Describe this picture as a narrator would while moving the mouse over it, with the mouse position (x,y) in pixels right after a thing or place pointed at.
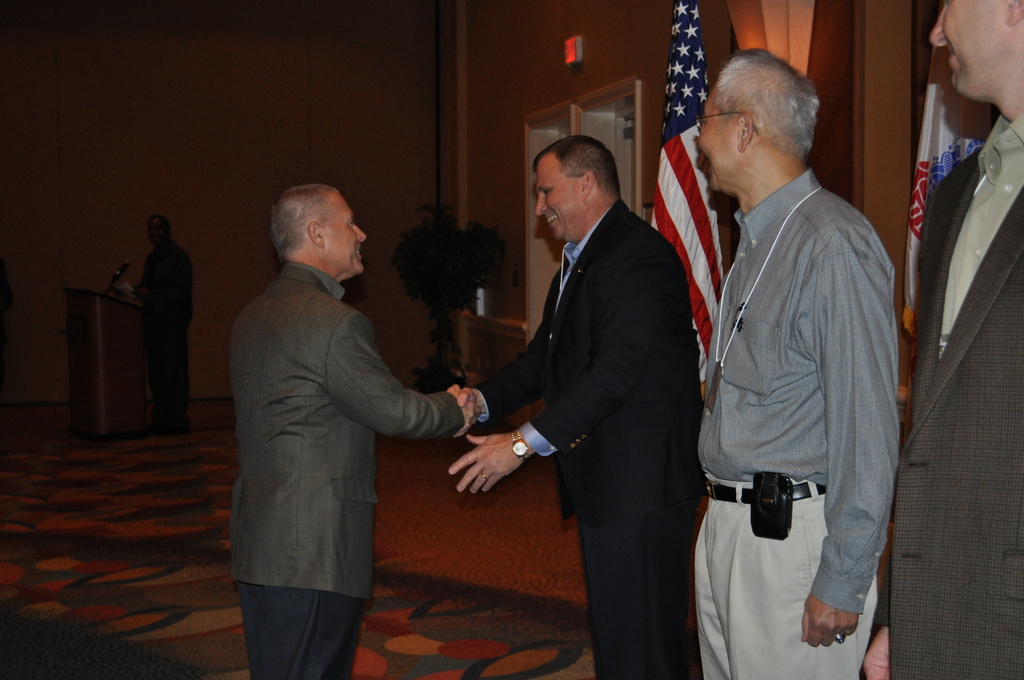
In this image I can see a person (556,457) wearing black colored dress (615,446) and another person (330,499) wearing grey colored jacket (327,440) are standing and shaking hands (468,400). I can see two other persons (785,410) standing. In the background (153,347) I can see the wall (180,197), a plant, the door (538,144), a person (185,404) is standing in front of the podium (127,349) and the exit board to the wall (564,82).
